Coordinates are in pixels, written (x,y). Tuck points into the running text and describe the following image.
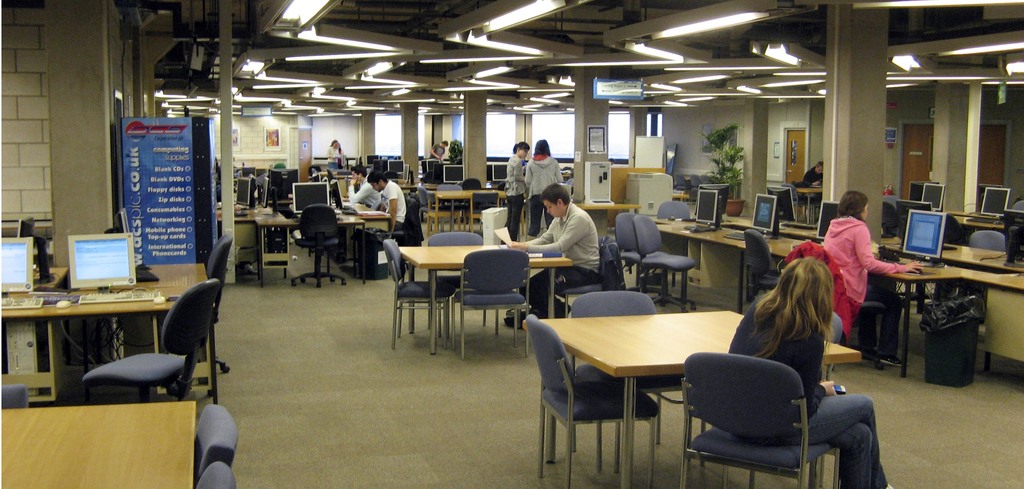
In this image we can see a many tables (449,252), chairs (574,304) and computers (920,247). On the right (832,241) there is a woman (848,242) who is wearing a pink hoodie (853,255) is working on a system (921,234). On the back (547,158) there are two women (540,169) who are standing near to the xerox machine (643,185) and a white color box (598,182). On the back (562,143) we can see a window (554,126) and on the right (793,140) there is a door (799,152). On the bottom (787,335) women (770,321) who is wearing a black t-shirt (785,348) is sitting on the chair (763,398). On the left (177,166) there is a banner (144,195). On the top (403,87) we can see a sign board (618,88) and tube lights (695,31).
